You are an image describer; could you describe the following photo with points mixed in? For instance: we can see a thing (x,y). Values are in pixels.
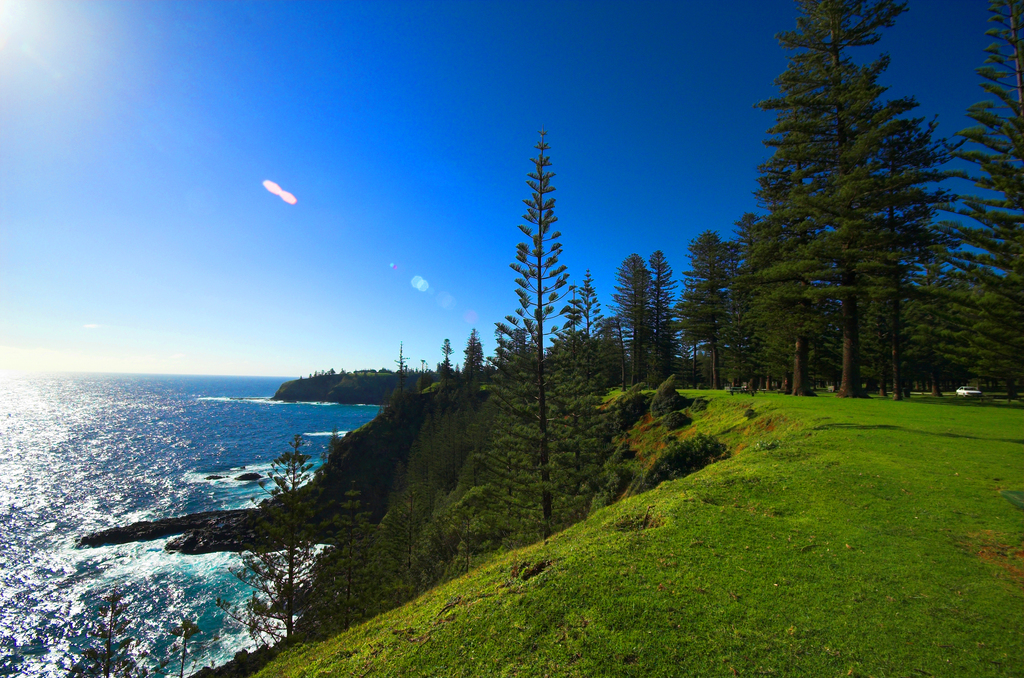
On the left side of the image (177,468) we can see water (181,562). In the center (522,351) there are trees (673,339). At the bottom (629,626) there is grass (714,613). In the background (485,252) there is sky (436,180).
